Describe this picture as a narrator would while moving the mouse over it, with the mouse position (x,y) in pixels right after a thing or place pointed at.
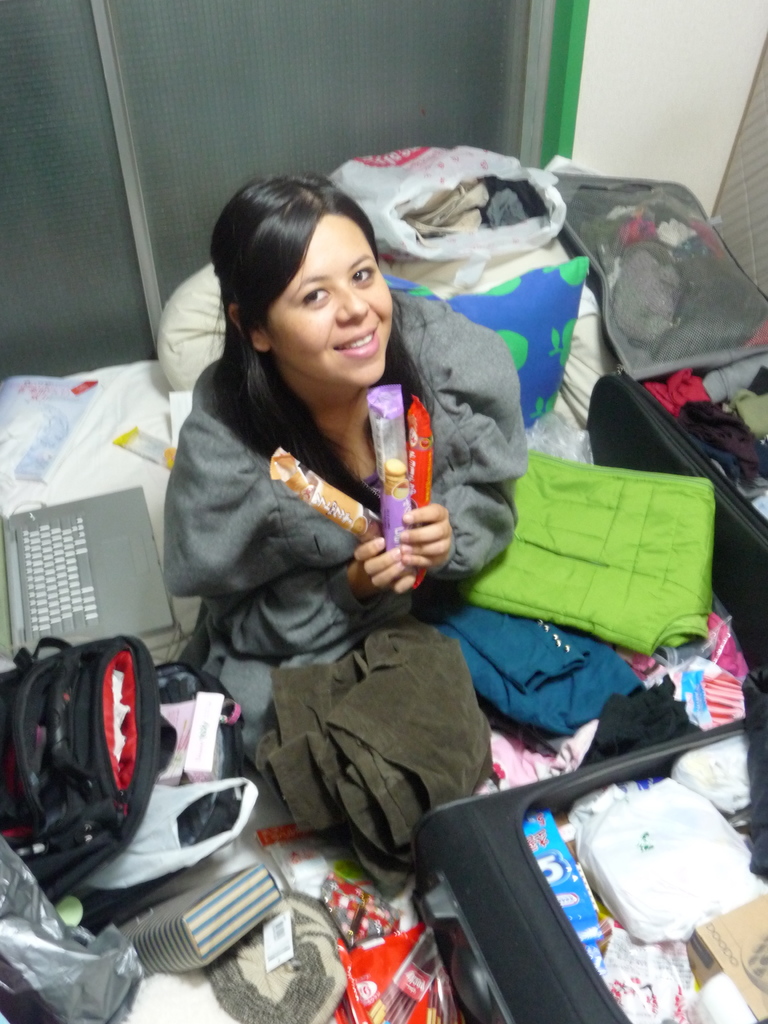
In this picture there is a woman (248,471) sitting on the bed (96,422) and smiling. In front of her there is a bag (594,825). Around her there are some clothes (524,539) and pillows (545,365) on the bed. Beside her there is a laptop (56,547). In the background (739,55) there is a wall (606,59).
